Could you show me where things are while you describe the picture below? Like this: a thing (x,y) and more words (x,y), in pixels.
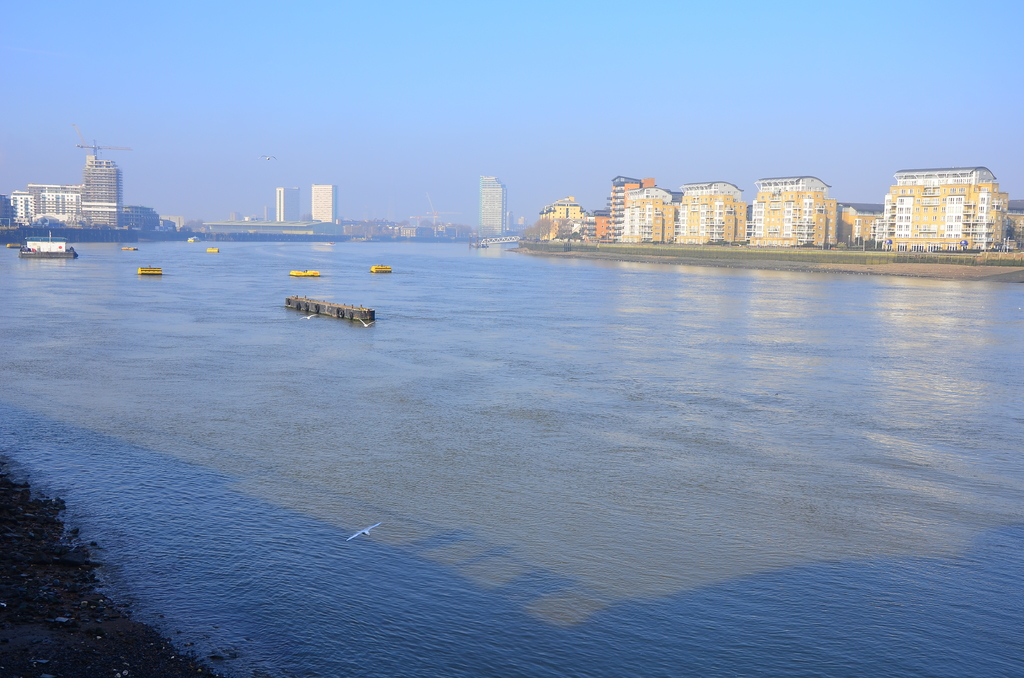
In this image there are boats (384,269) on the water (389,354), on the other side of the water (423,259) there are buildings (892,213).
